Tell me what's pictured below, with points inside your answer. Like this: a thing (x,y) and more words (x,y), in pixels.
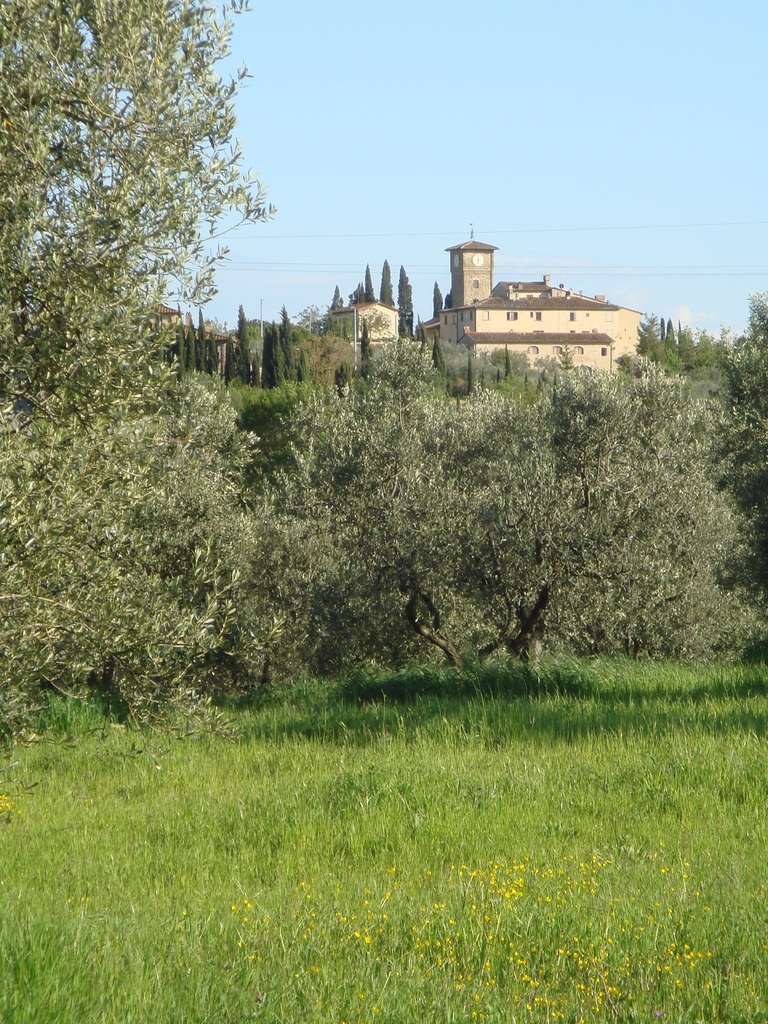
In the center of the image (486,396) we can see the sky (751,278), buildings (634,320), trees (327,398), grass (493,772), flowers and a few other objects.
